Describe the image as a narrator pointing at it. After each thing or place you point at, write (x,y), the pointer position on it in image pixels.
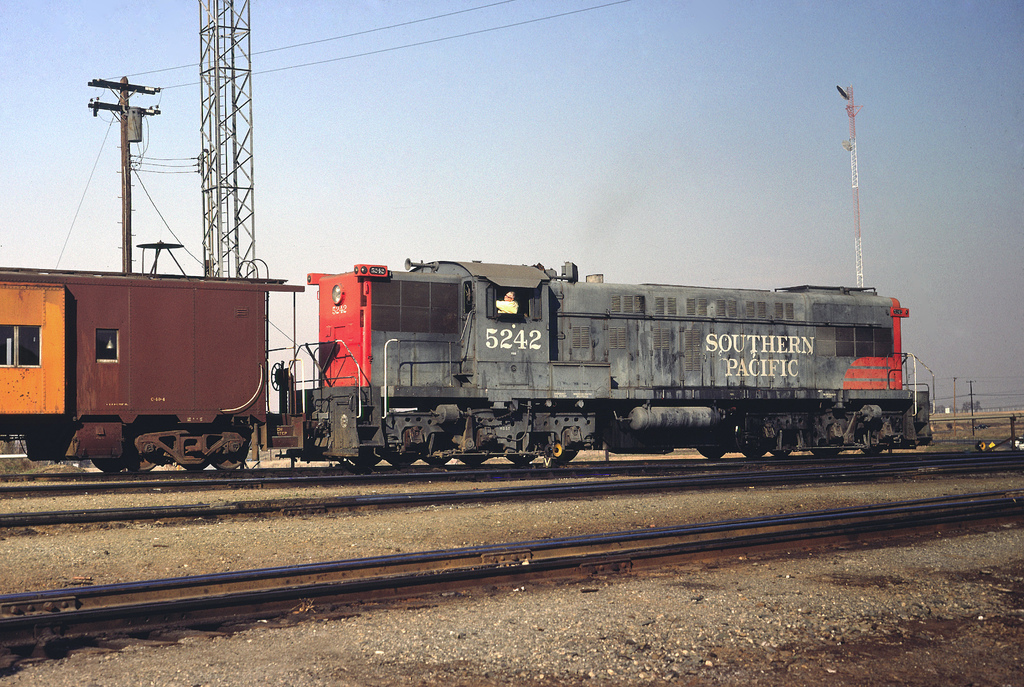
In this image I can see the train (443,396) on the track (210,477). The train (455,352) is in red, grey, brown and orange color. To the side of the train (193,332) I can see the current poles (152,113) and the towers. In the background (634,80) I can see the sky (473,119).
